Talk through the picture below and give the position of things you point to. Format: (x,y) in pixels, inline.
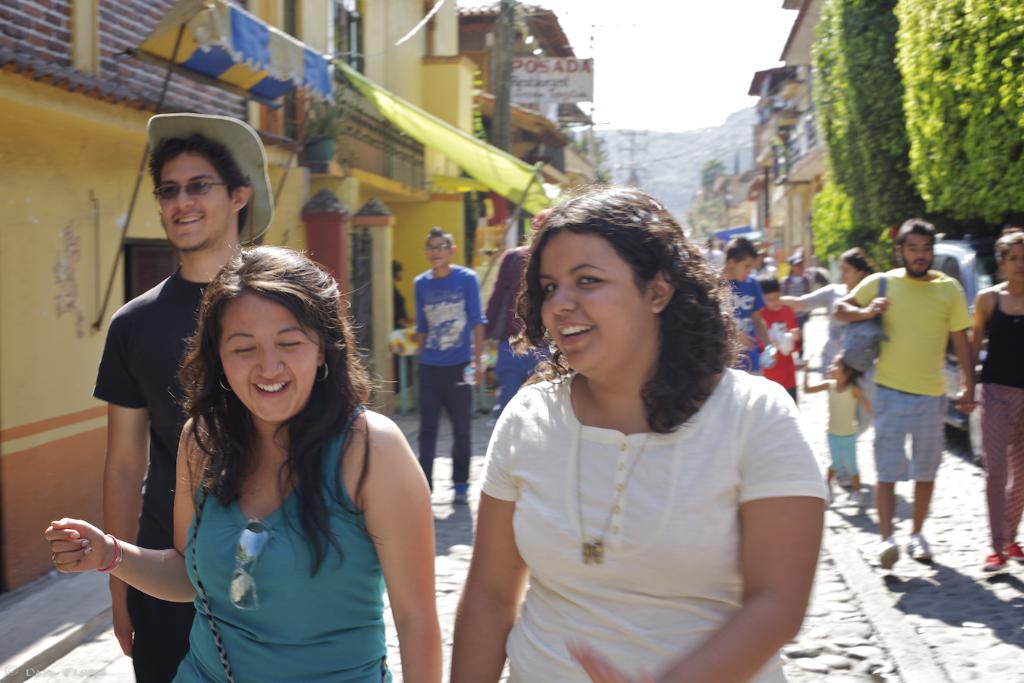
In this image we can see people (701,456) walking. In the background (620,171) there are buildings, hills (670,174) and sky (740,67). On the right (933,138) we can see trees (914,186).
